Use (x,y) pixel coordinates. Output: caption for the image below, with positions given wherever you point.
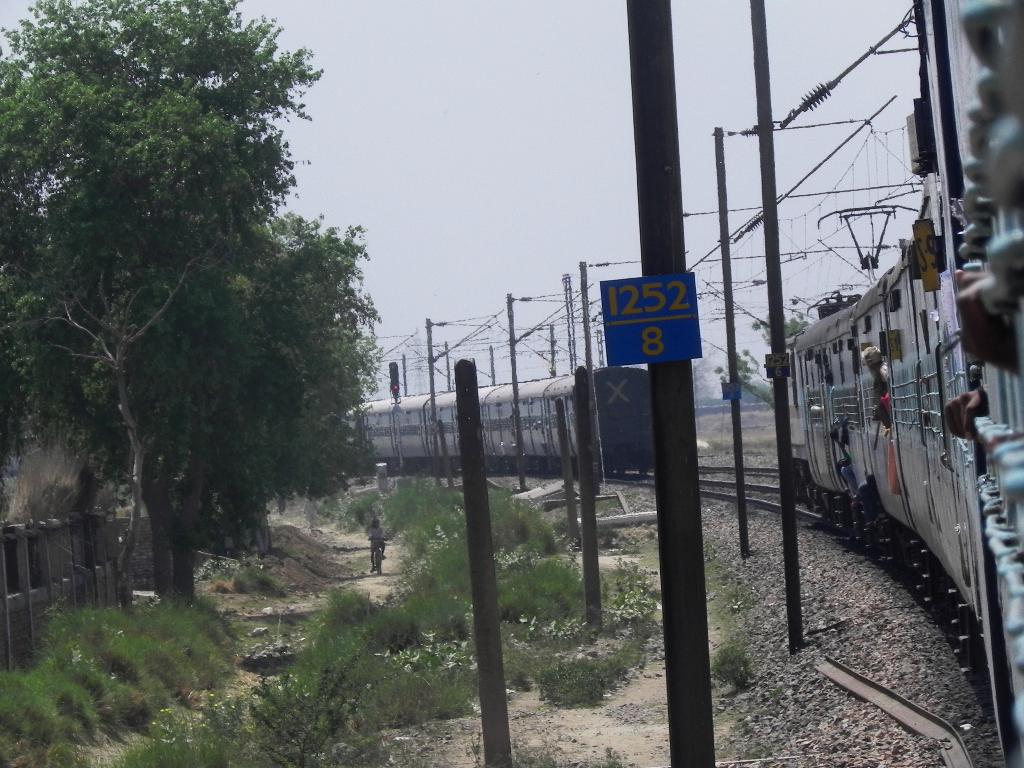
In this image we can see trains (830,349) on the railway track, electric cables (820,250), poles (773,323), shrubs (378,621), person (381,529) riding bicycle (380,549), trees (172,554), wooden fence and sky (523,123).
